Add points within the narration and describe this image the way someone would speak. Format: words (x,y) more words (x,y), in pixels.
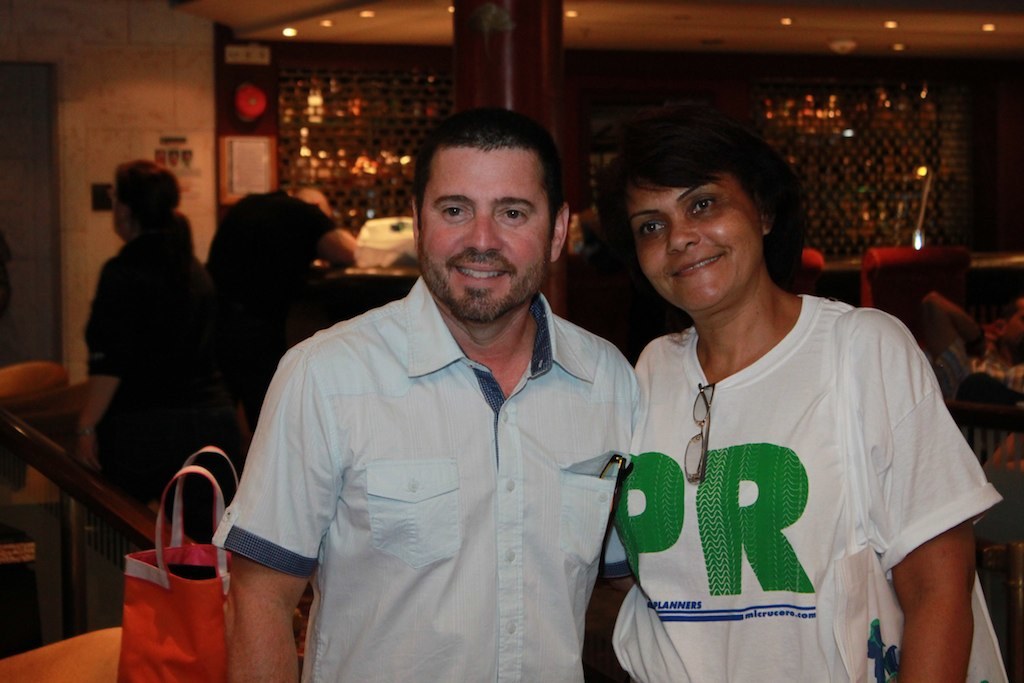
In this image I can see two people (424,462). To the left (162,568) there is a bag (179,577). In the back ground (253,273) there are people (220,251) standing and the boards (235,145) attached to the wall (982,130).
